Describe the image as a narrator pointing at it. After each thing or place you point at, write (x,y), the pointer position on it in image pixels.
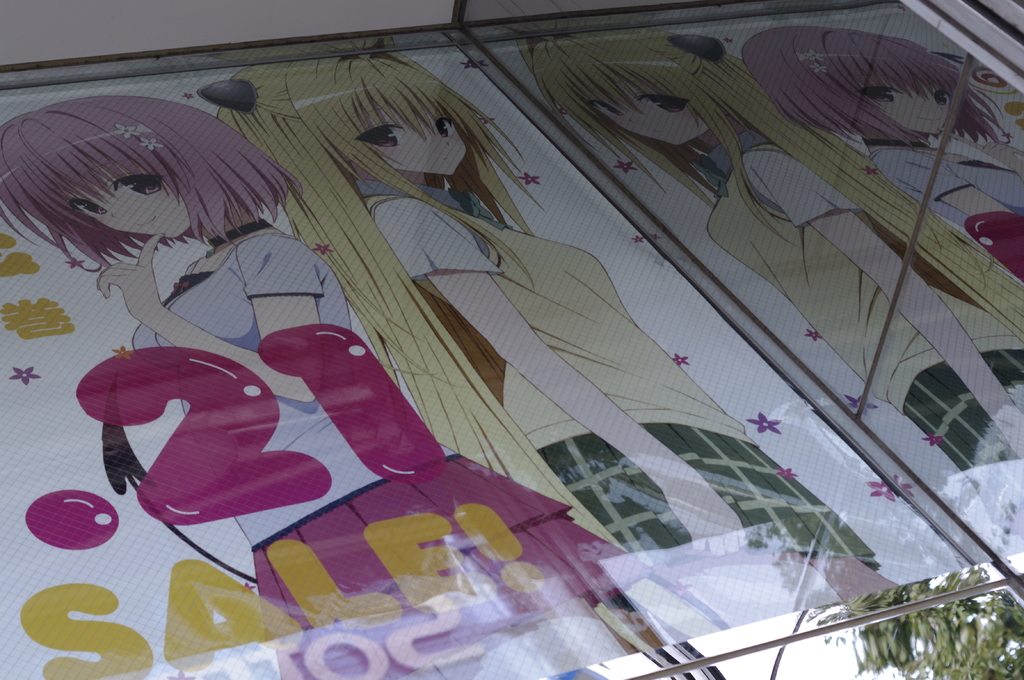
In this image we can see a banner (413,437) of two girls (387,344).
